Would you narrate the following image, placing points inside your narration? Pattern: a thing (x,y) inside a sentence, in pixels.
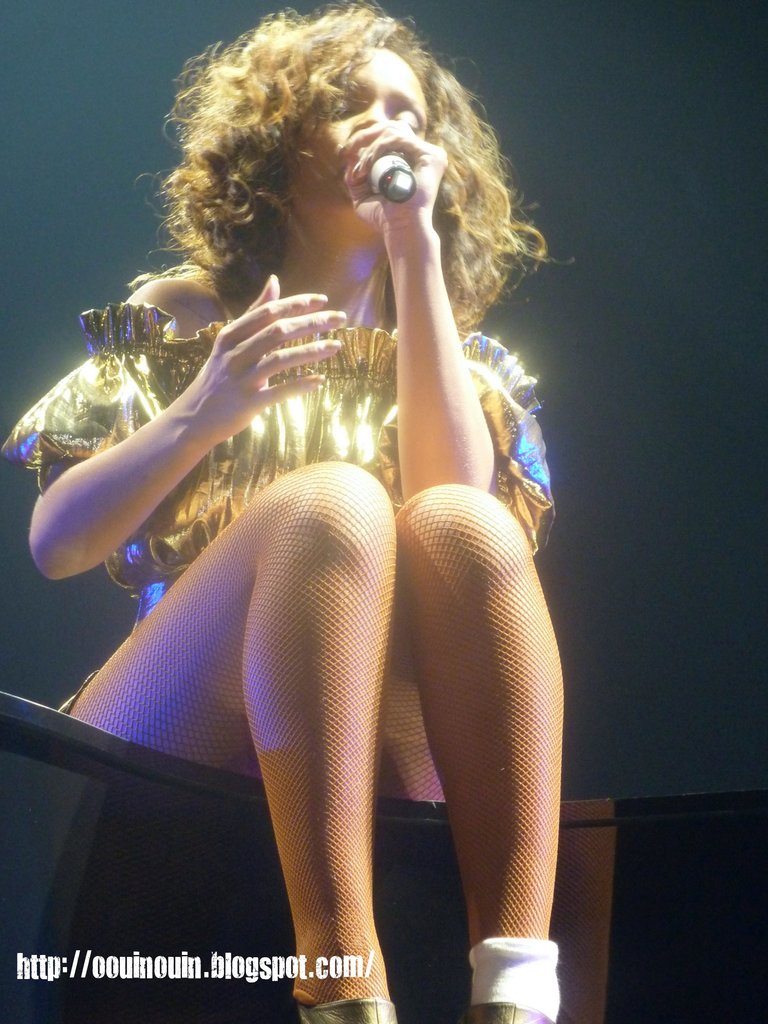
In this image in the front (309,454) there is a woman (335,447) sitting and singing holding a mic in her hand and there is an object (119,866) which is black in colour. On the right side (589,907) there is an object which is brown in colour and there is some text (192,972) written on the image which is in the front (162,968).
